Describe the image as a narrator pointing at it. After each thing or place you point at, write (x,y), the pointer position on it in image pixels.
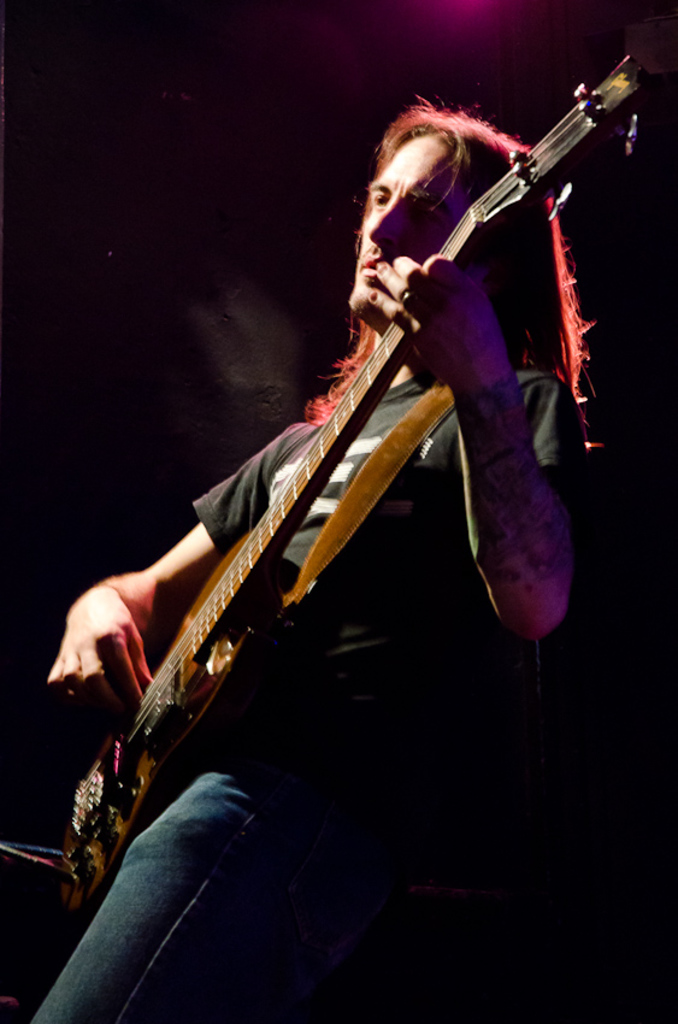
A person (312,538) is playing guitar (72,889).
